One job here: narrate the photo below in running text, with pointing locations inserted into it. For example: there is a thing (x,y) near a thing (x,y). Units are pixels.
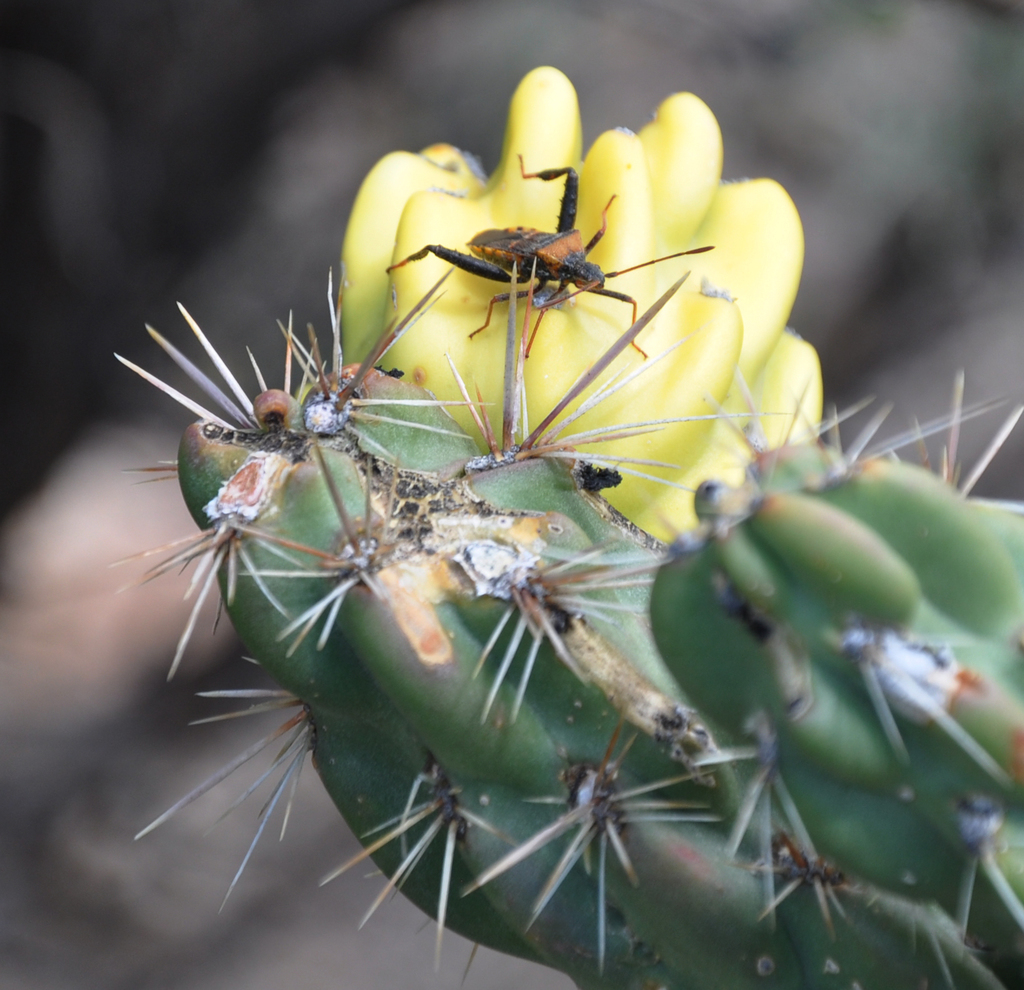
In this image there is a plant (810,469) and a flower (447,343), on the flower (647,303) there is an insect (509,278) and there is a blurry background (258,918).
